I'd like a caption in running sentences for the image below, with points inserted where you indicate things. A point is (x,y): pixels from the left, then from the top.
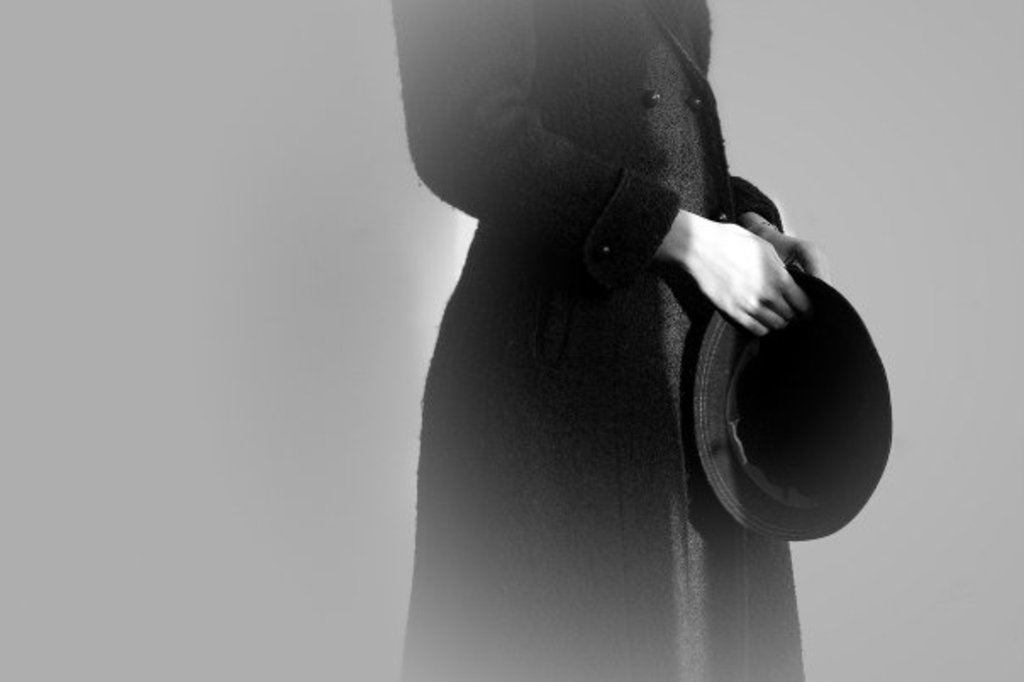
In this picture I can observe a person (543,363) standing, wearing black color coat (545,215). I can observe a hat (728,402) in the hands (778,296) of the person (488,154). This is a black and white picture.
